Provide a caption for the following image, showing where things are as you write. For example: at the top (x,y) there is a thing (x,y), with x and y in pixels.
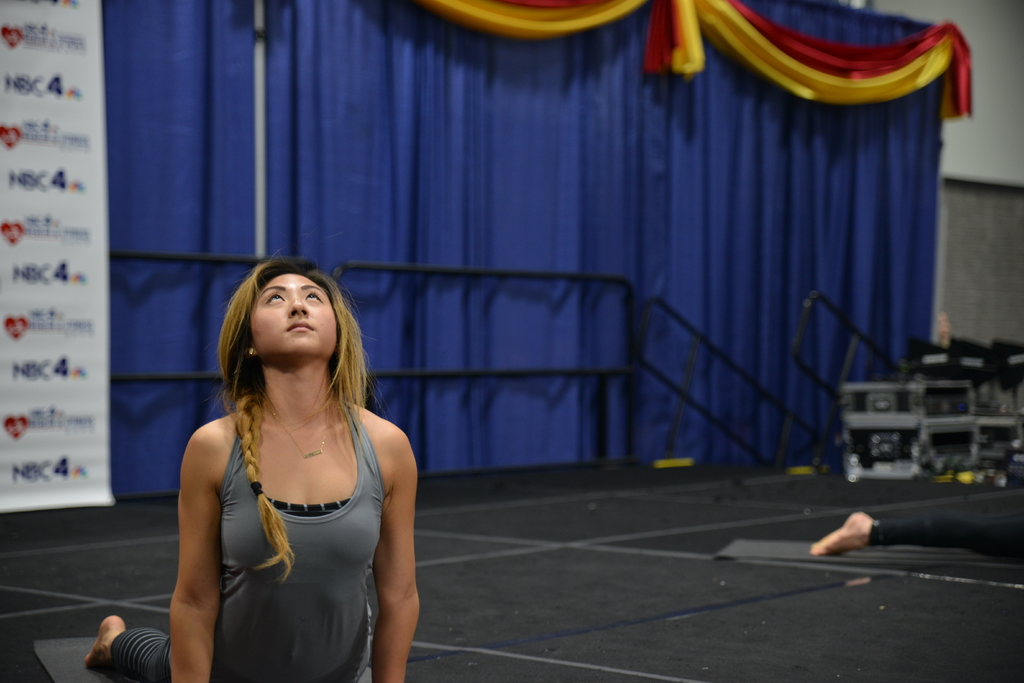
In this picture I see a woman (212,478) in front (248,543) who is on the floor (569,610) and I see another person (849,549) on the right side of this image (925,524) and in the background (133,67) I see the curtains (641,169) and I see the railing (465,264) in front of the curtains (777,331) and on the left side of this image (86,280) I see a board (34,319) on which something is written.
